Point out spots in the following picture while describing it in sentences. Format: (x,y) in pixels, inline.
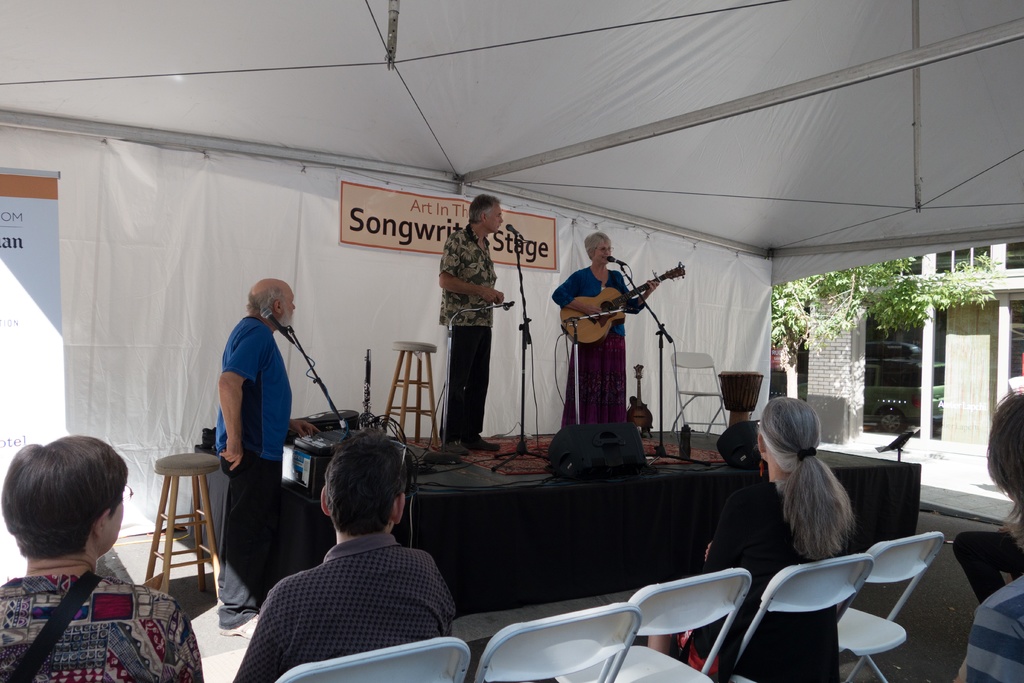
Here we can see a person (481,282) is standing on the stage (548,491), and at beside a woman (584,291) is standing and playing the guitar (599,336) and singing, and in front here is the microphone (619,314), and stand (640,296) and here are some objects (638,397), and here the group of people (374,441) are sitting on the chair (799,567), and here is the tree (776,324).
